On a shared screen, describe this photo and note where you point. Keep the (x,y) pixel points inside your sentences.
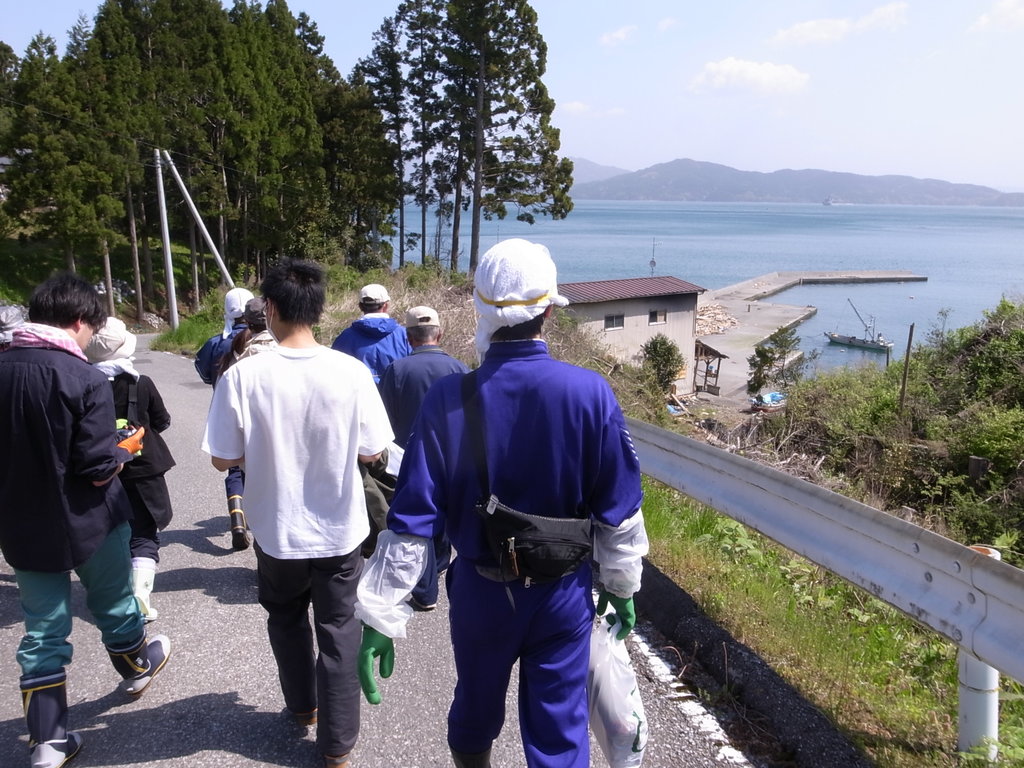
In this image we can see people (347,515) walking on the road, walkway bridge (715,315), building (657,316), ship (863,340), poles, plants (838,460), grass (851,726), river (683,221), hills (659,176), trees (299,150) and sky (638,83) with clouds (770,78).
